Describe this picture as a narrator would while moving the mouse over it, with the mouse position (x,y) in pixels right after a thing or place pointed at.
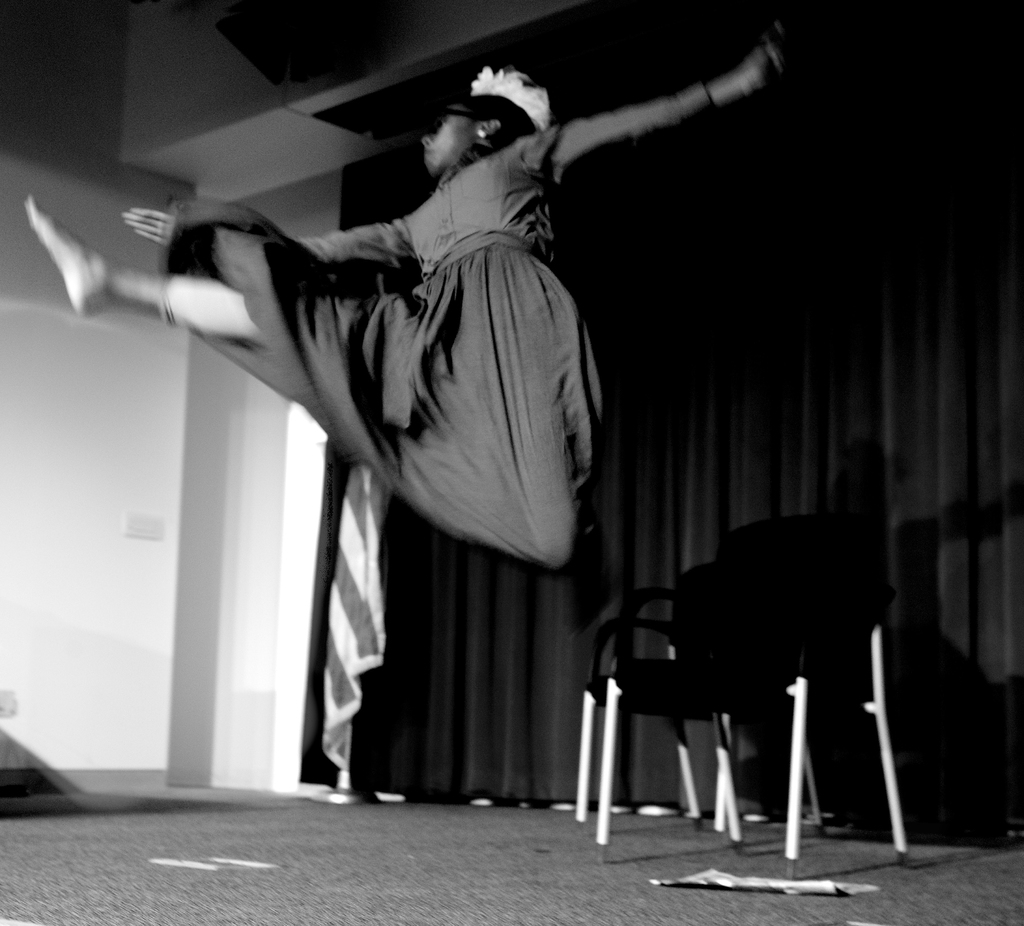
This is a black and white image. In this image we can see a woman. We can also see a group of chairs (659,687) and some papers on the floor (738,909), a curtain (581,643) and a wall (158,667).
